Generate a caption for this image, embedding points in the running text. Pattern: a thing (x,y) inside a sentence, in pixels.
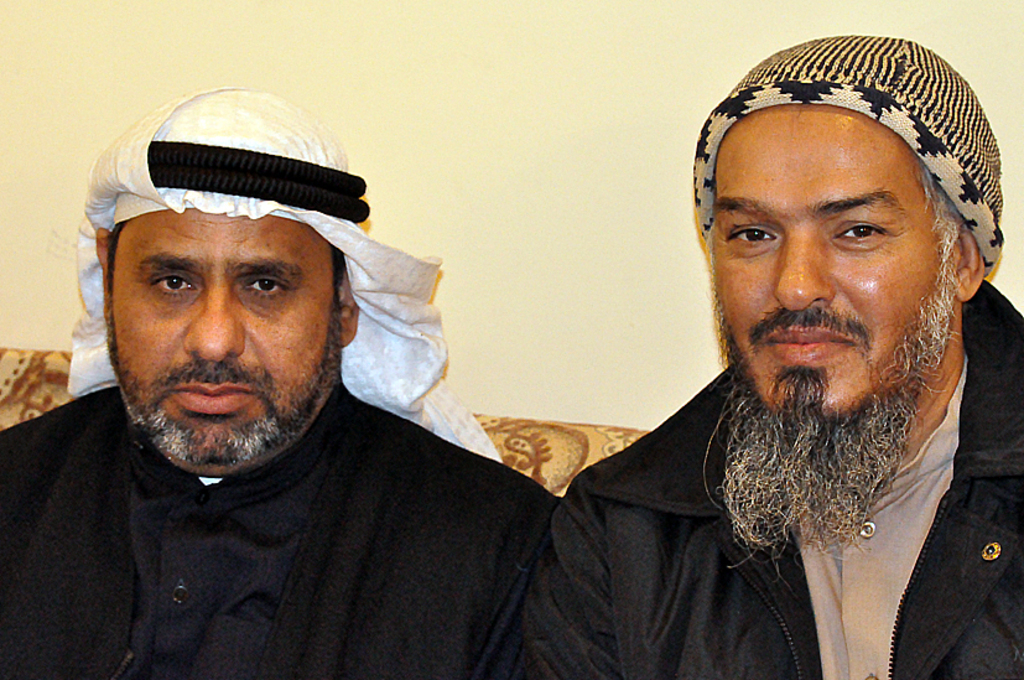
In this picture we can see two men (354,643) sitting on a sofa (45,377) and in the background (472,240) we can see the wall (578,304).
